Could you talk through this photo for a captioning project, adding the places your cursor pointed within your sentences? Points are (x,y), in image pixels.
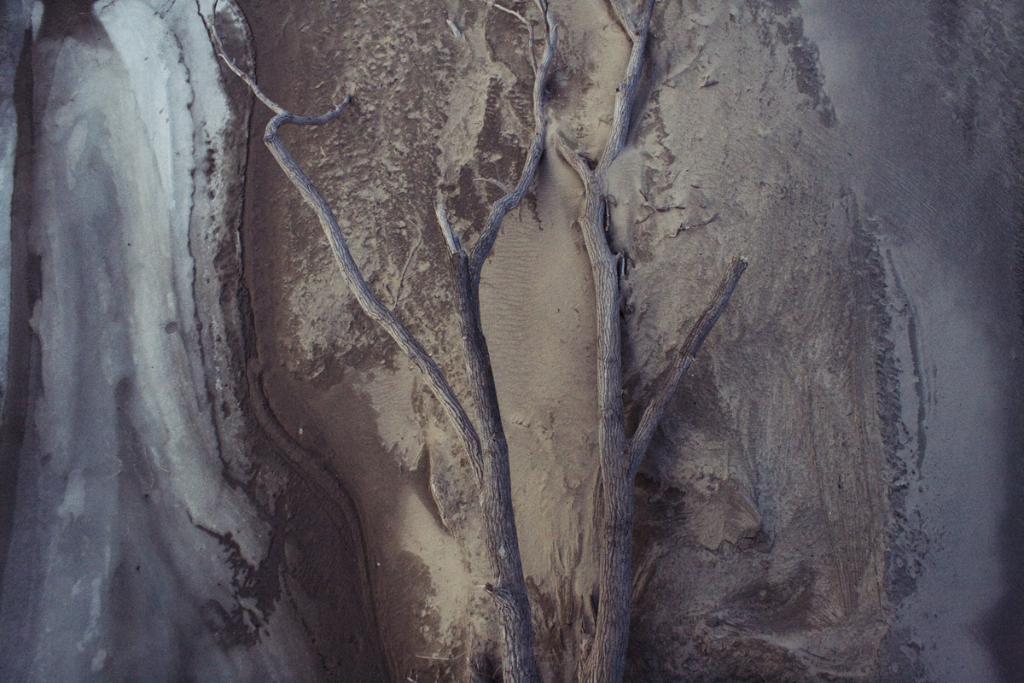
In this image I can see a tree (485,511) which is brown in color is fallen on the sand (567,319). To the left side of the image (129,516) I can see the mud (292,457) which is brown and white in color.
